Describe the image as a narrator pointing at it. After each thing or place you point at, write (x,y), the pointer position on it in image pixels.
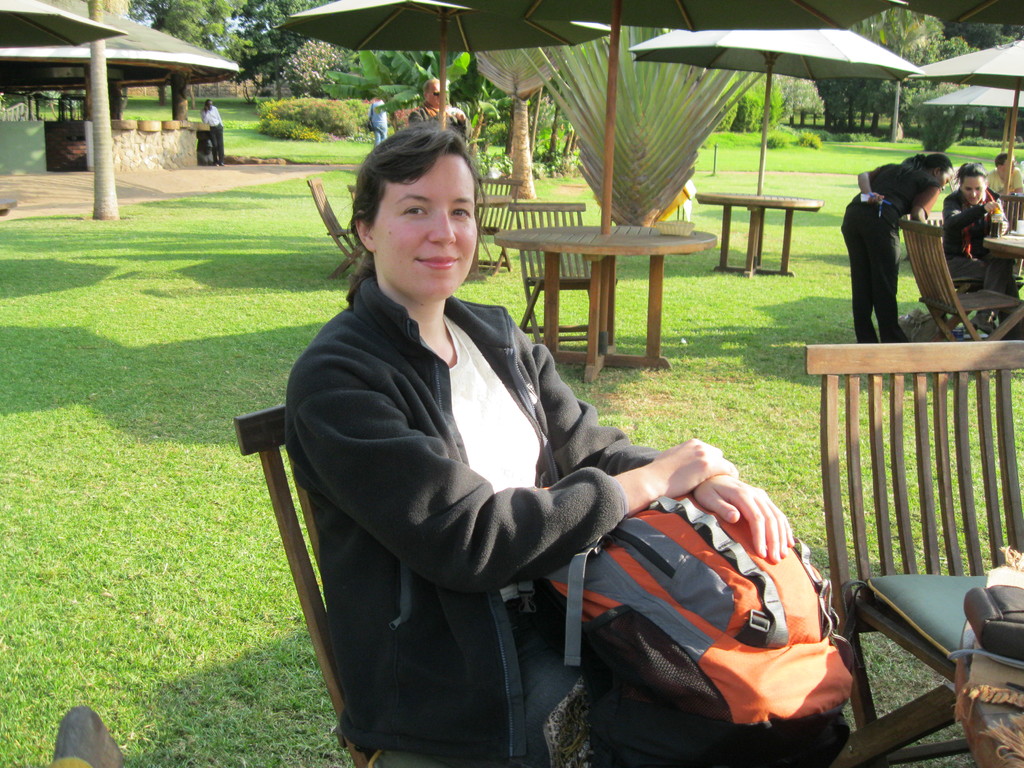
There are group of persons (343,353) in this image. At the middle of the image (431,456) there is a person (600,474) wearing black color jacket (403,569) holding a backpack (698,563) in her hands (762,539) and at the bottom right of the image (993,603) there is a bag (998,597) which is placed on the chair (877,395) and at the top right of the image (883,237) there are two lady persons (880,199) discussing between them and at the left side of the image (217,143) a man (217,163) standing and answering a phone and at the middle of the image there are trees (664,107) and plants (709,126).
